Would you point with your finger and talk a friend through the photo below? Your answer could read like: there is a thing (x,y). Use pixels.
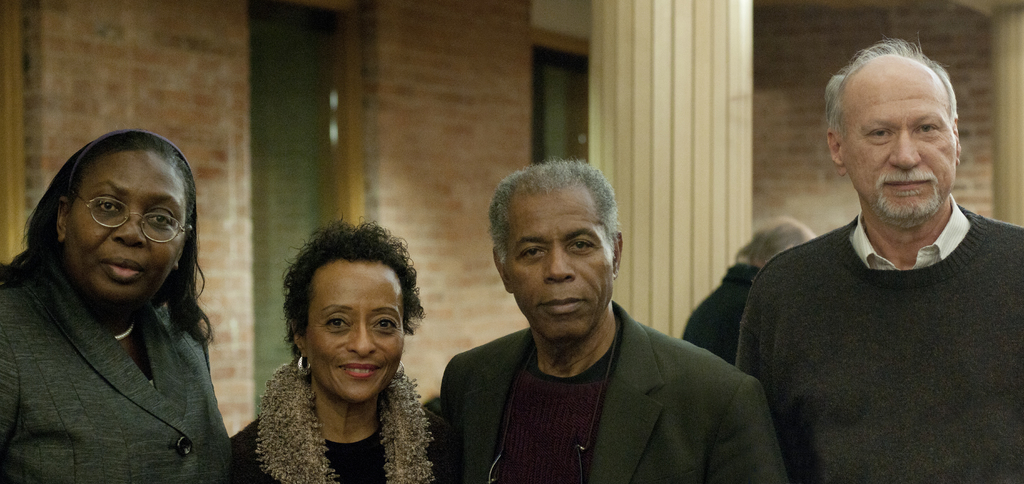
In this image we can see two women (355,345) and two men (806,352) are standing. In the background (396,137) we can see a wall (521,73) and a pillar (743,58) and also some other person (766,245).
